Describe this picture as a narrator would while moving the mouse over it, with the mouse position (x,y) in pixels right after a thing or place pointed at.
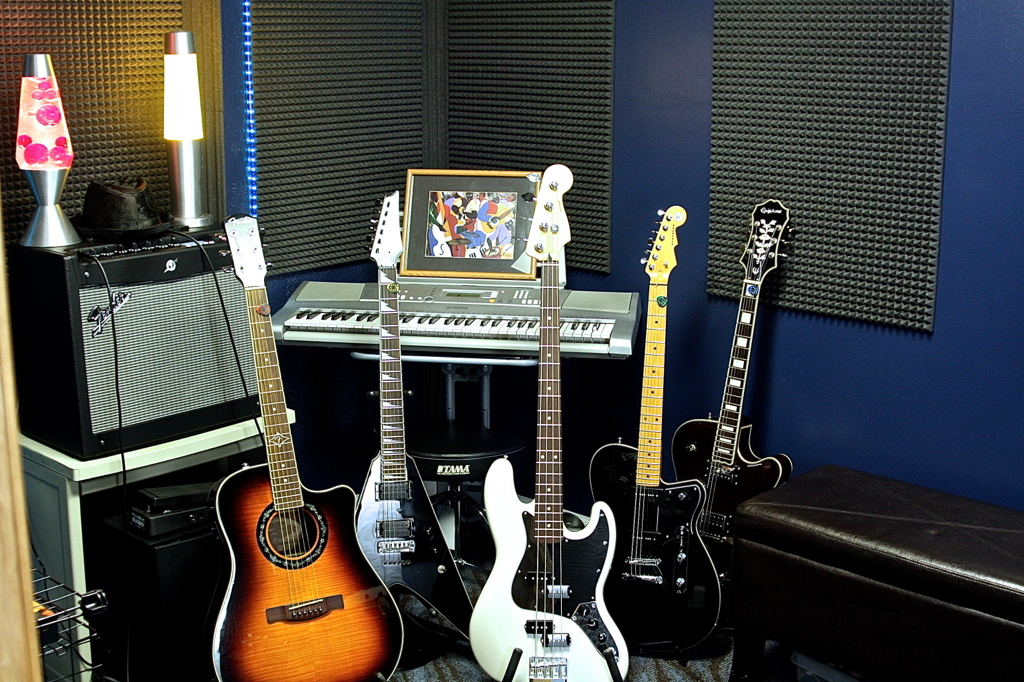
There is a room (499,424). There is a guitars (653,517) and musical keyboard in a room (671,416). We can see in background (627,388) blue color wall (665,394). On the right side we have a sofa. On the left side (75,468) we have a table (75,468). There is a table (75,487). There is a sound box (189,357) on a table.
